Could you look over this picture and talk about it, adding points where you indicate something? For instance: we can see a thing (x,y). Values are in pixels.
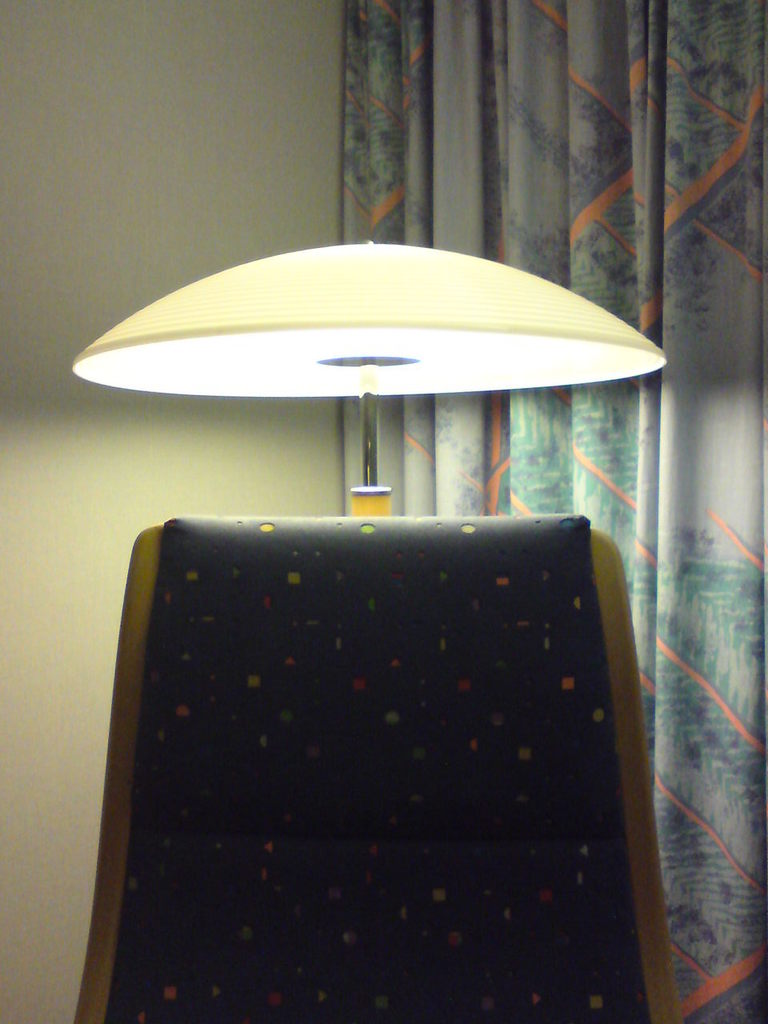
In this picture I can see in the middle (416,345) there is a lamp (312,388), on the right side (647,449) there is a curtain (633,381), and on the left side (69,143) there is a wall (66,492).
